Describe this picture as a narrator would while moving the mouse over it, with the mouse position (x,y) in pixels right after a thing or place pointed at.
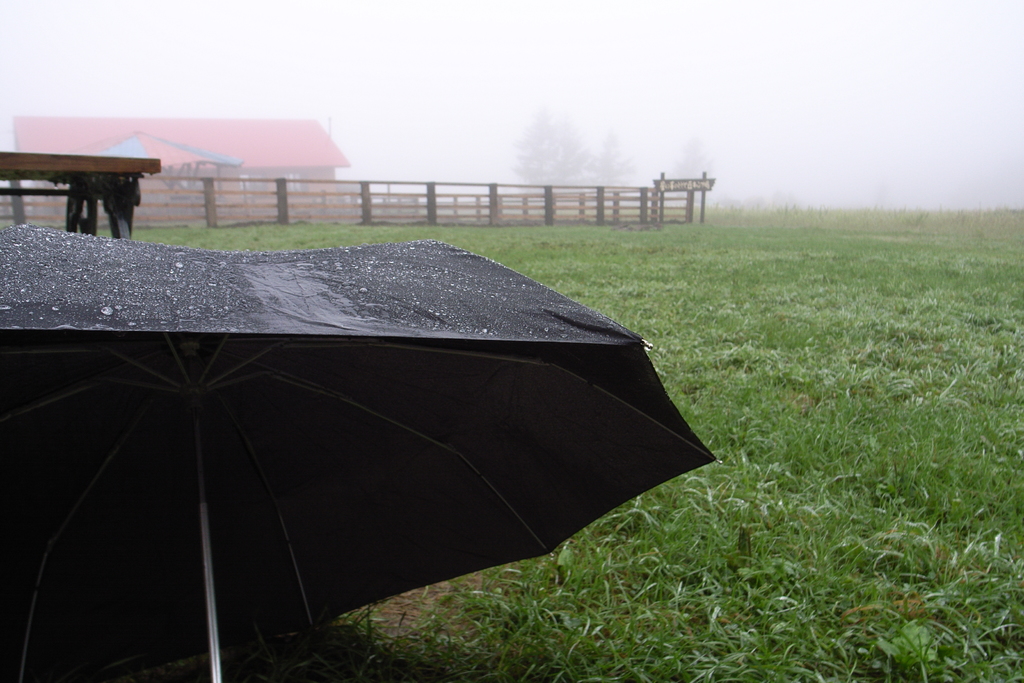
In this picture we can see an umbrella (312,466) in the front (274,441), at the bottom (811,549) there is grass (821,545), we can see a house (286,176) and trees (600,160) in the background (275,167), there is fencing (526,196) here.
